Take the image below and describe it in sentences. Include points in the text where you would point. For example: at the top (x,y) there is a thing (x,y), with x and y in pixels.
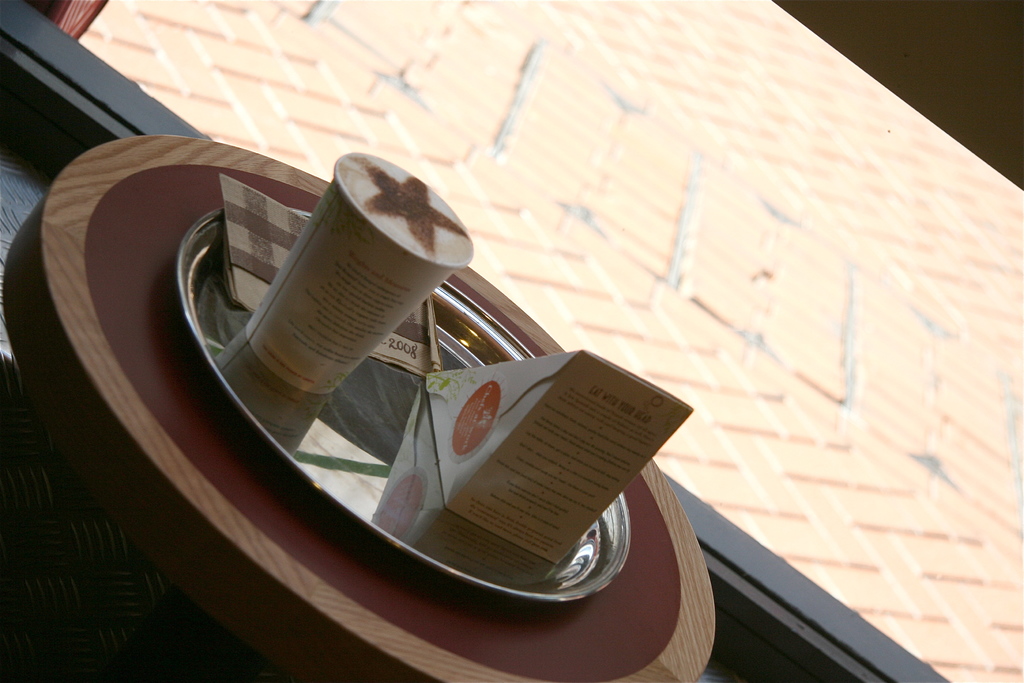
In this picture, we can see some objects (334,270) on the plate (270,380) like, a cup (355,214) with some liquid (357,198) in it, we can see wooden object (175,465) with a plate (609,572) is rested on the black surface (19,196), we can see the ground (647,269).
